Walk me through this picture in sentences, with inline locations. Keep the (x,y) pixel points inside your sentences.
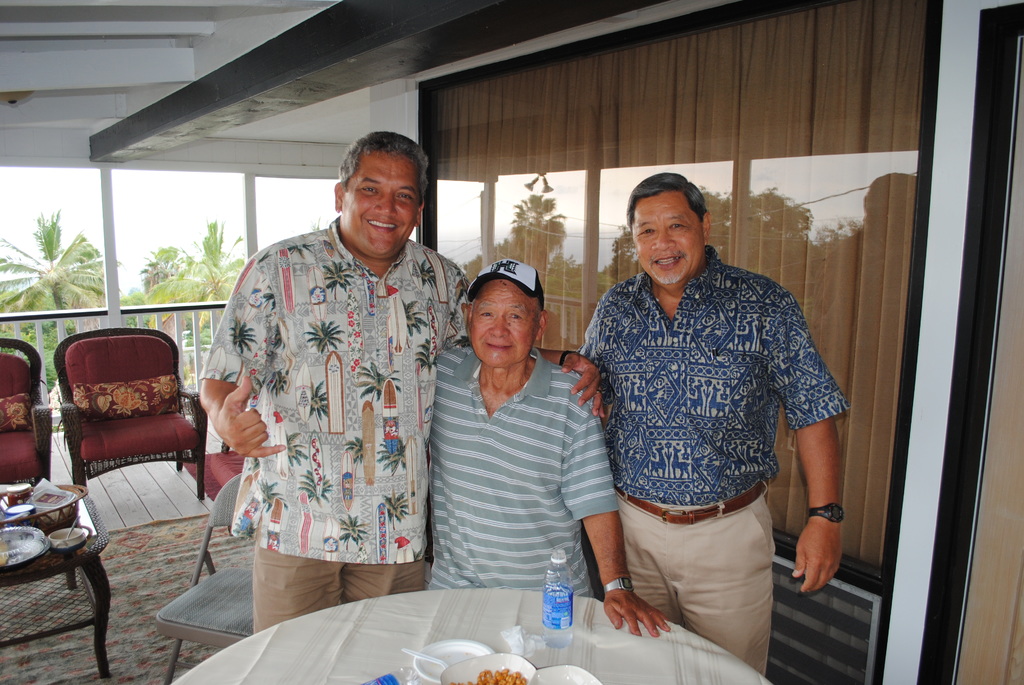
This picture is clicked inside. In the foreground (652,648) there is a table (616,635) on the top of which a bottle (570,590) and some other items (458,675) are placed and we can see the group of men (739,308) smiling and standing on the ground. On the left (94,542) there is a table (93,529) on the top of which plates (29,555) and some other items (26,523) are placed and we can see the chairs (217,496) and floor carpet (149,556). In the background (185,309) there is a deck rail (198,312) and we can see the sky (184,200) and trees (223,263).
